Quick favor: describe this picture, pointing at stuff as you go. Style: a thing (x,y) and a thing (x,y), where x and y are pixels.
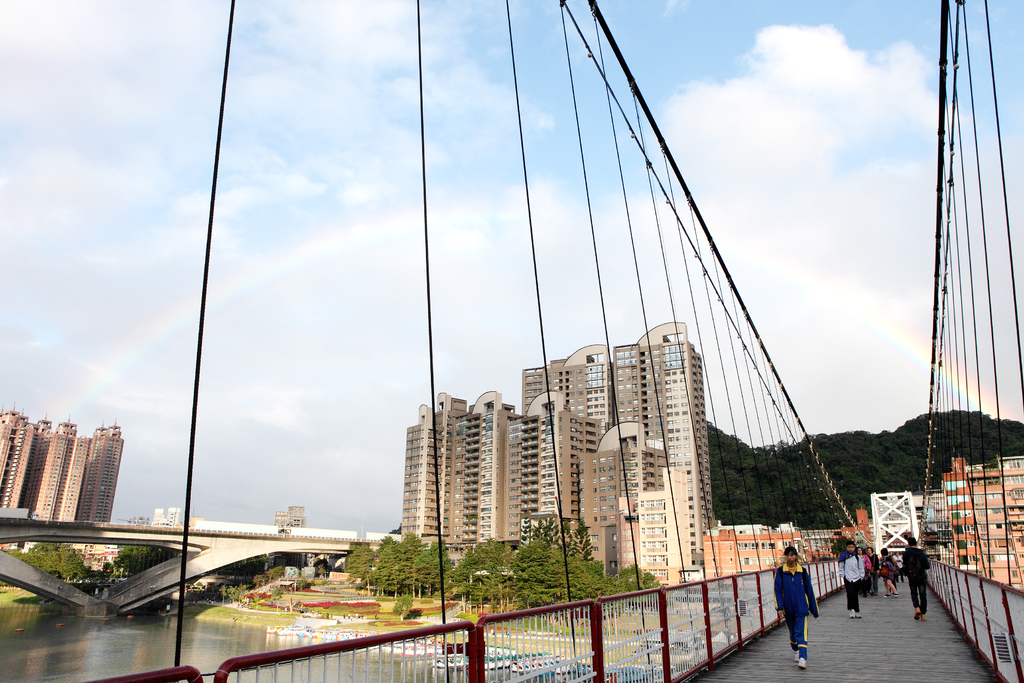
In the image we can see buildings (552,508) and trees (484,587). Here we can see bridge (934,609), water (199,638) and the cloudy sky (233,295). We can even see there are people (795,577) walking, wearing clothes (809,586) and shoes (916,610). Here we can see the ropes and the rainbow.
